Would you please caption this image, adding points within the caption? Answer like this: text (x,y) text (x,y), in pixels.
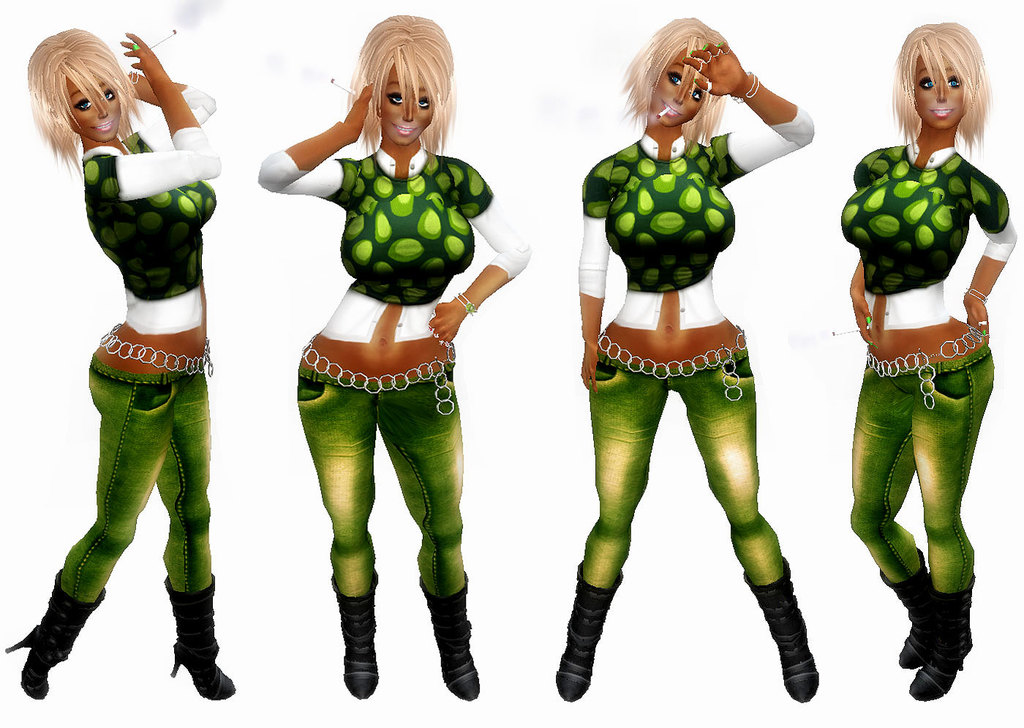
It is a graphical image. In the center of the image (423,288) we can see a four persons (418,350) are standing and they are smiling. And we can see they are in same costumes (697,395). Among them, we can see three persons (444,324) are holding cigarettes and one person (633,251) is smoking. And we can see the white color background (563,252).
